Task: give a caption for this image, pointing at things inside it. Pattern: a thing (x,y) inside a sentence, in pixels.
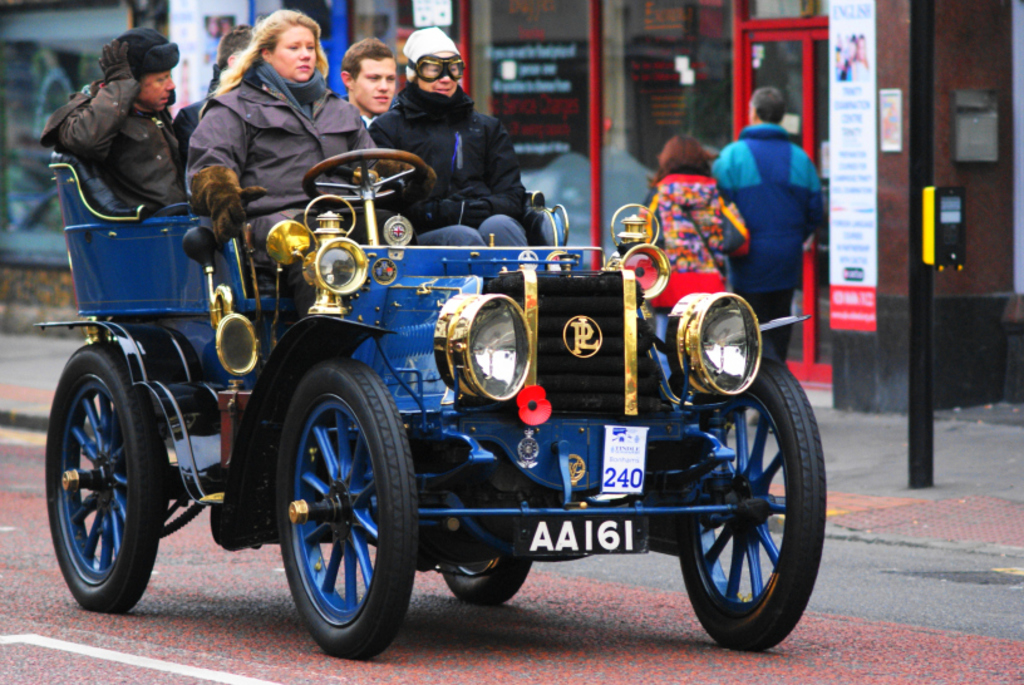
In this image I can see a blue colour vehicle (256,322) in the front (296,266) and on it I can see few people (351,143) are sitting. I can see all of them are wearing jackets (282,171). In the background (596,208) I can see a building (801,24), number of boards (832,108), few people (772,100) and on these boards (490,99) I can see something is written. On the right side of this image (909,214) I can see a pole (922,360) and on it I can see a yellow colour thing (924,225). I can also see this image is little bit blurry in the background (627,140).
